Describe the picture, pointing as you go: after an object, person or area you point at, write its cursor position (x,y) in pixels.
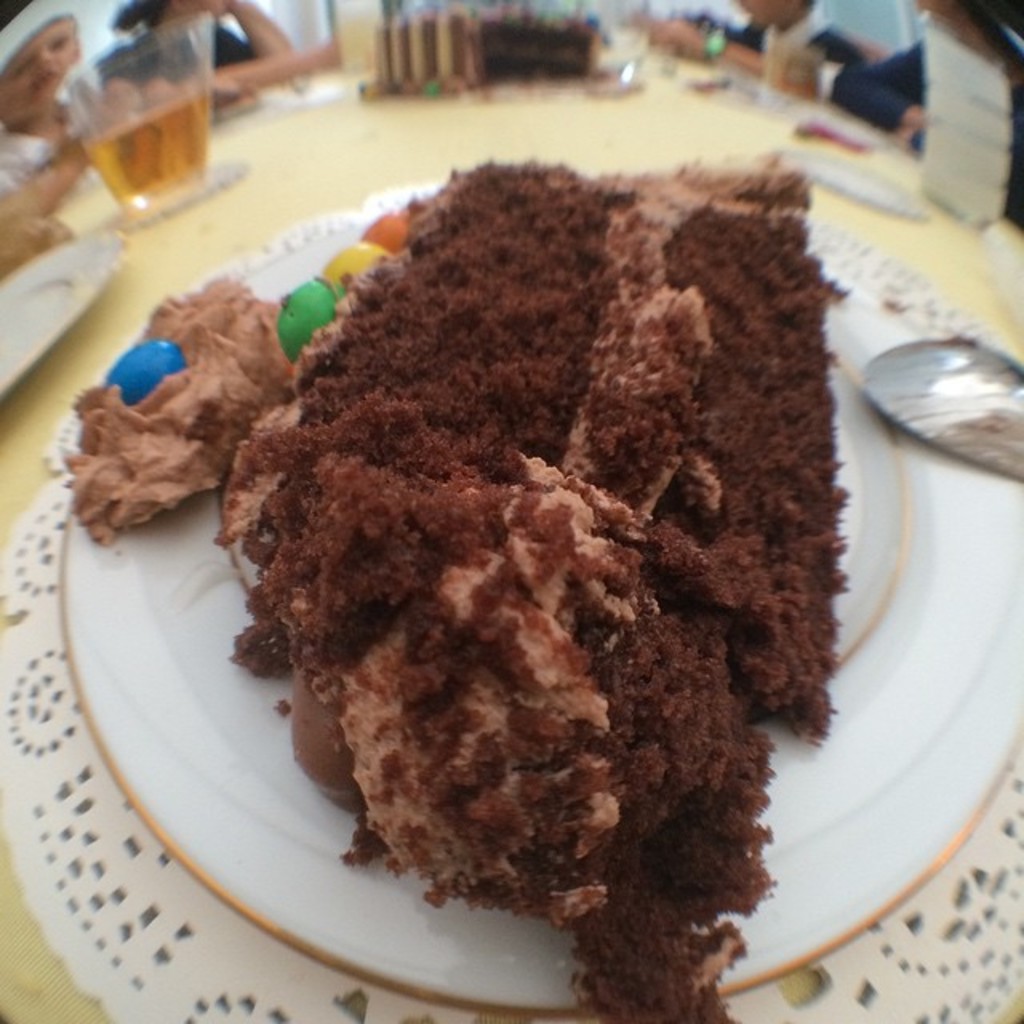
In the foreground of this picture (543,592), there is a piece of cake (596,452), cream (250,365) and gems (303,336) on a platter (857,421) and there is also a spoon (972,390) on it. In the background (392,145), on the table (581,124) we can see platters (64,270), glasses (162,111), table mats (327,89), spoons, and few objects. There are persons (52,80) sitting around it.
